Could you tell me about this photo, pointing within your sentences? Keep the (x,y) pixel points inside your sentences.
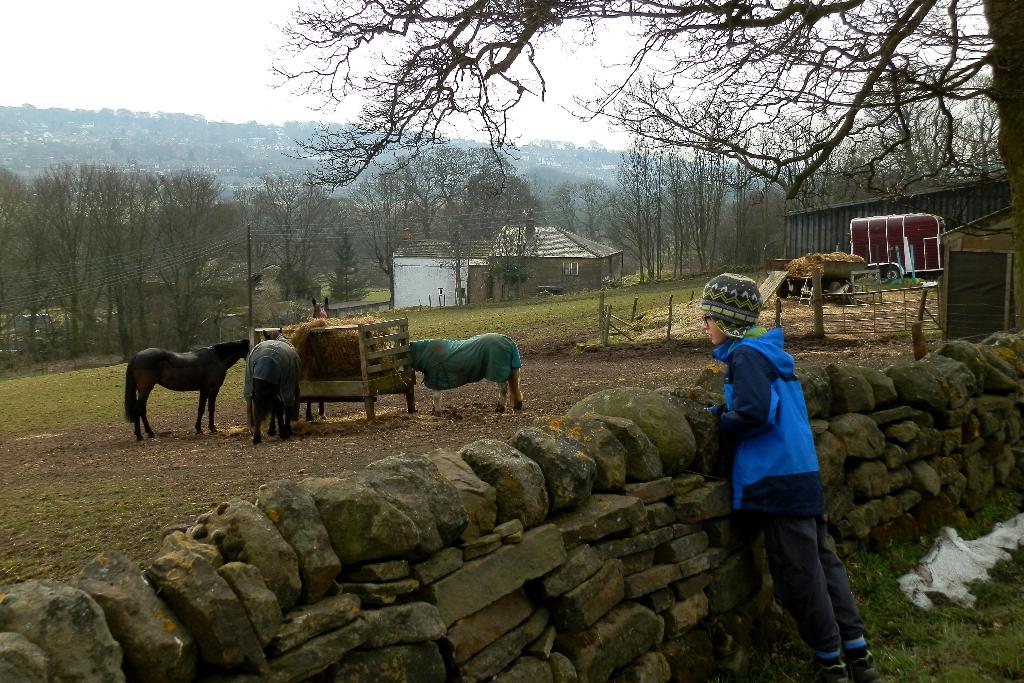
In this image, we can see a person (740,286) and the ground (232,435) with some objects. We can also see some stones (566,420), animals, trees (905,139) and houses (952,309). We can see some wooden objects (371,353) with grass (802,263). We can also see a red colored object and a pole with some wires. We can also see the sky (623,145).
